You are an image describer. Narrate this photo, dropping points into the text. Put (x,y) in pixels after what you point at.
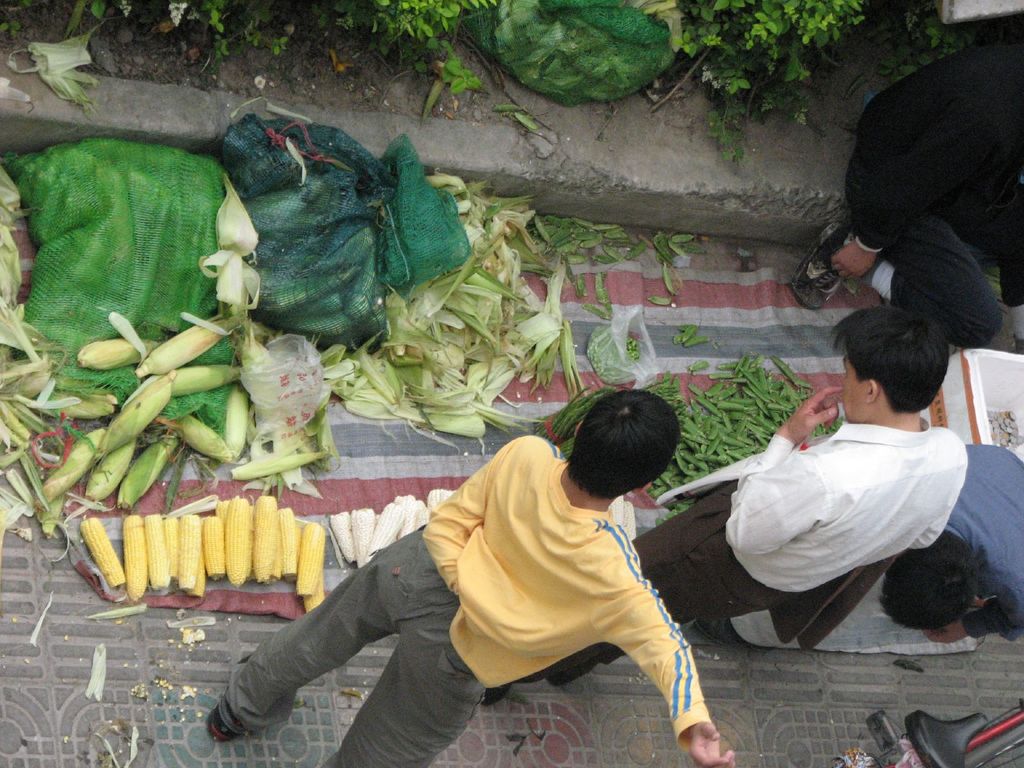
In this image, we can see some people (681,597) standing and we can see green color food item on the ground (547,270).
